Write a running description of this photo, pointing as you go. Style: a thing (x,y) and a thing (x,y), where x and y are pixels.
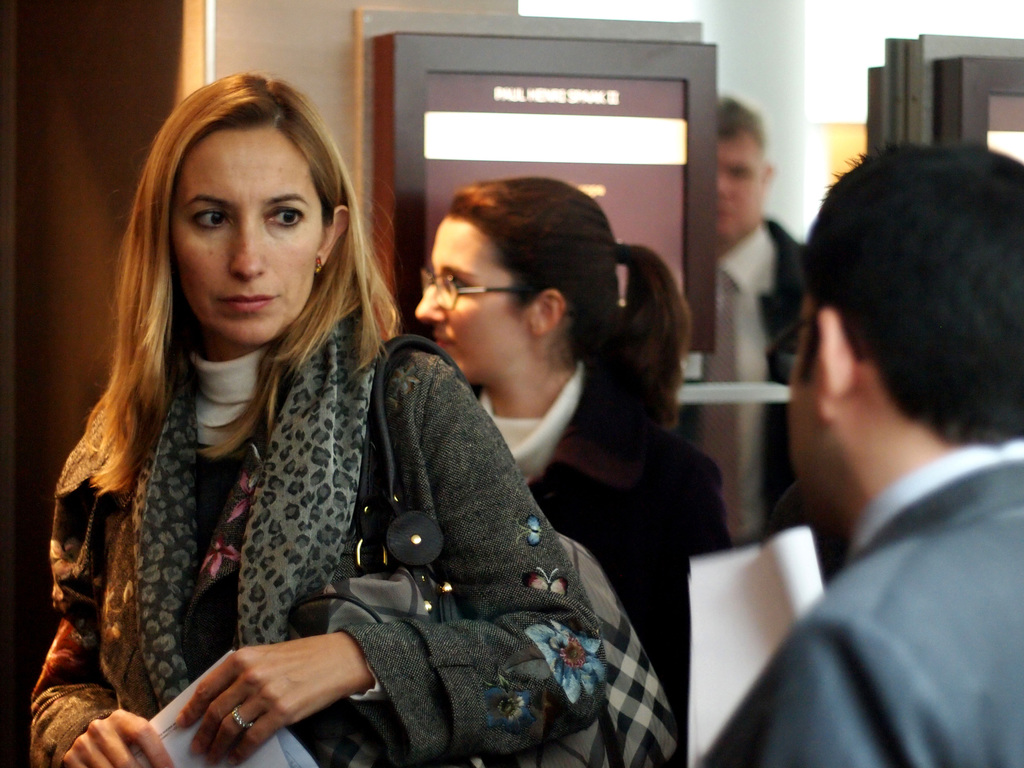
In this picture I can see a woman (200,729) standing and holding a paper (172,715), there are three persons (507,363) and there are boards (924,42).
